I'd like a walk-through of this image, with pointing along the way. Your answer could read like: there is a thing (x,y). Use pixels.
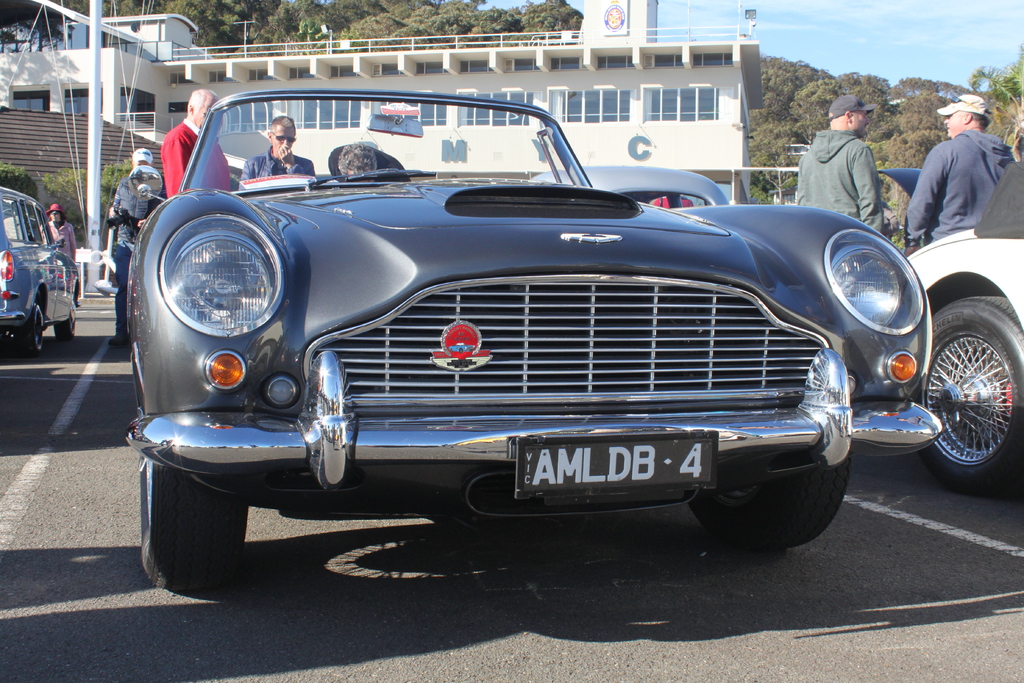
In this image i can see a car (466,298). In the background (220,164) i can see few people (189,159) standing and few other vehicles (991,373), a building (643,123), trees (374,25) and the sky (901,41).
